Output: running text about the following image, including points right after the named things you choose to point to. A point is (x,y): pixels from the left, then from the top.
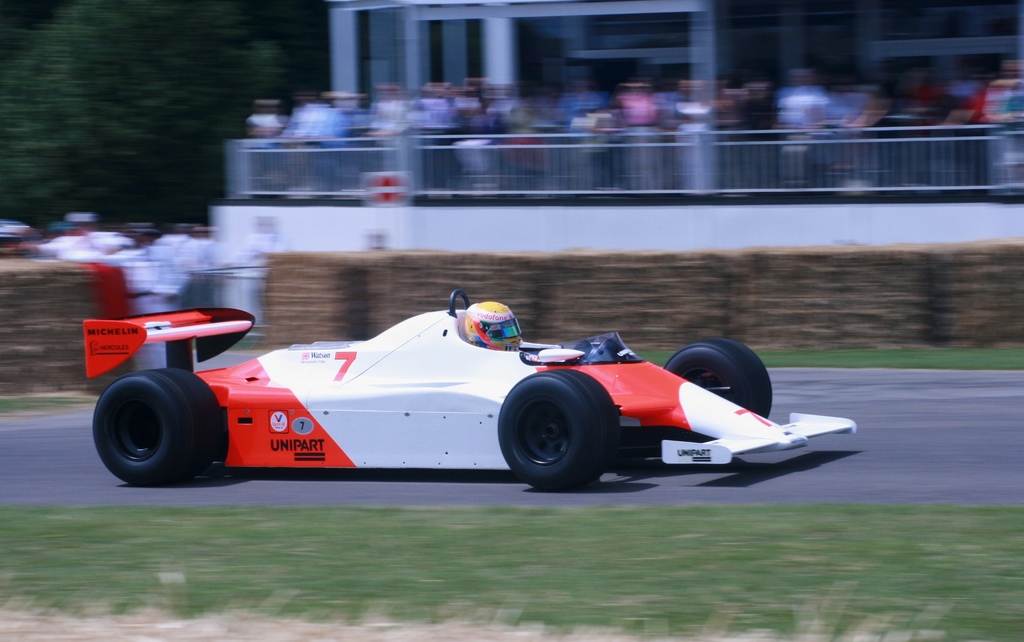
In this image we can see a car (319,441) on the road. In the background (939,161) there is a fencing (928,150) and a crowd (345,145).
